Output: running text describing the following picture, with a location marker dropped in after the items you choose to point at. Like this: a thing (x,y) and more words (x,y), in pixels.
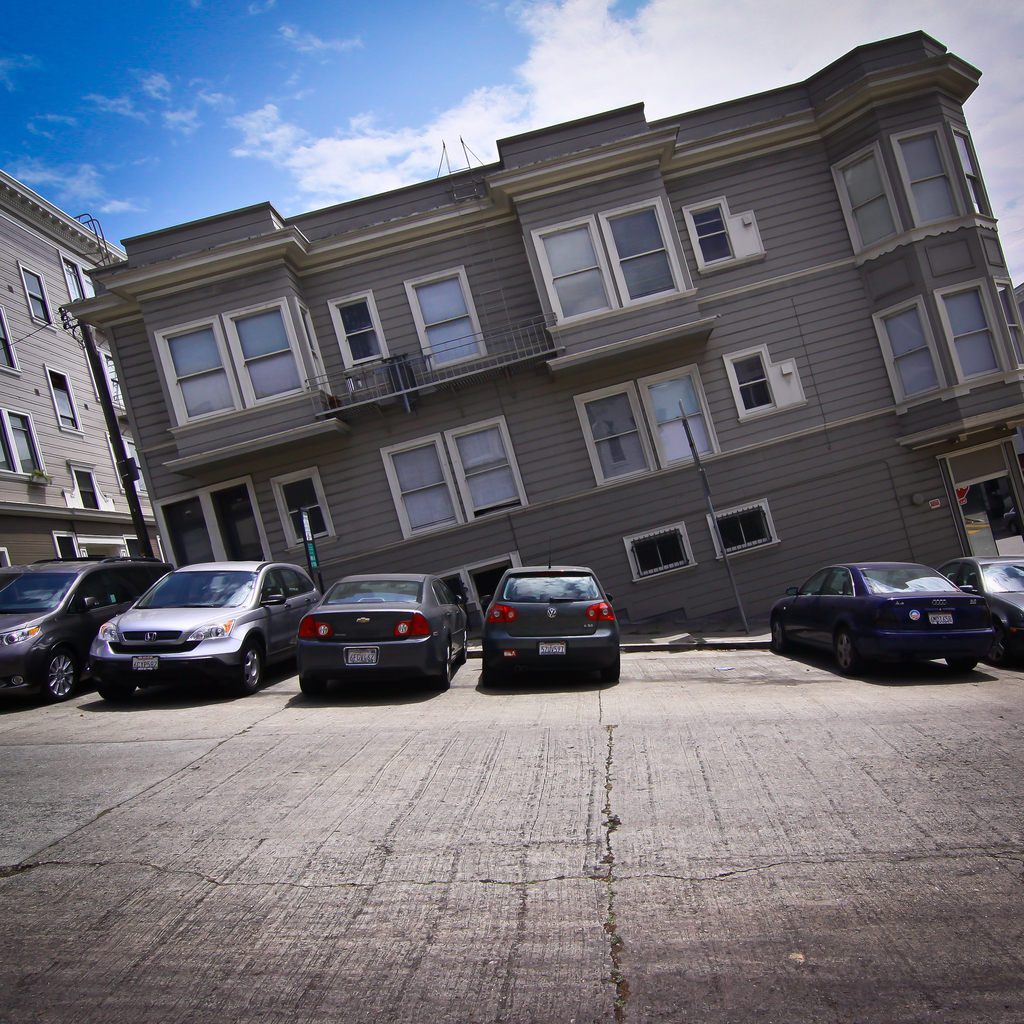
In the image there are two buildings (202,438) and in front of those buildings (19,372) there are some cars (235,649) parked on the road (793,663).
